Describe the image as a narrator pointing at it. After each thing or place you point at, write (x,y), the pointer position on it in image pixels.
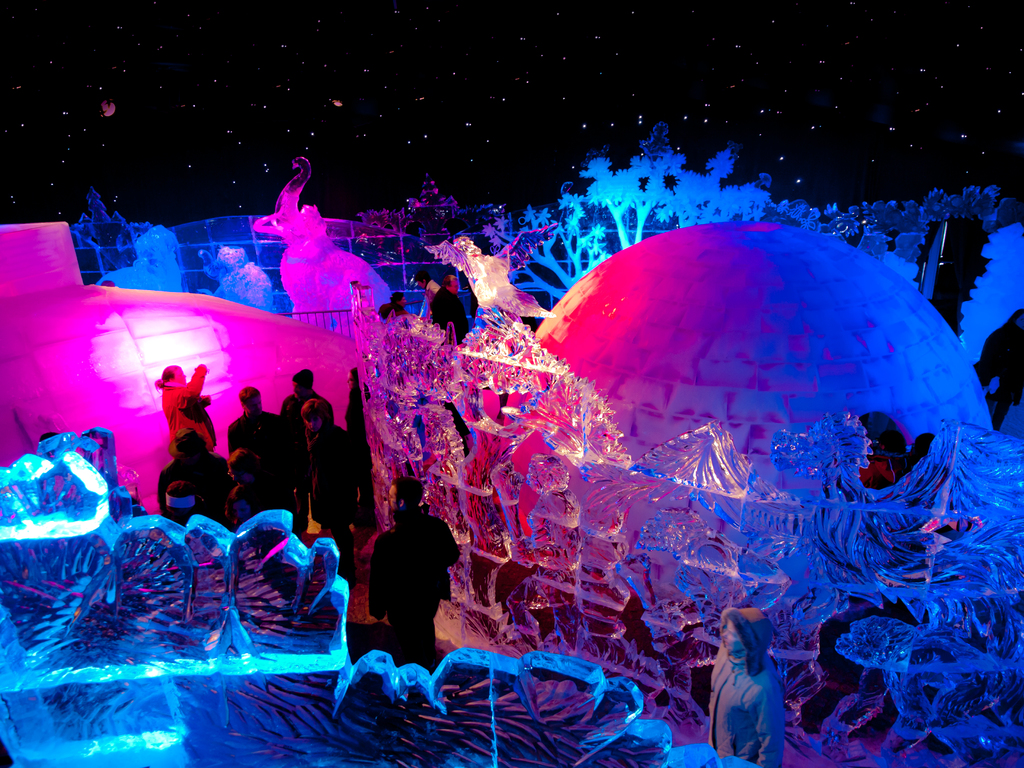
In this image there are people (330,487) and we can see sculptures (563,527) made up of ice (198,613). In the background (542,261) there are lights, trees (575,209) and sky (472,144).
